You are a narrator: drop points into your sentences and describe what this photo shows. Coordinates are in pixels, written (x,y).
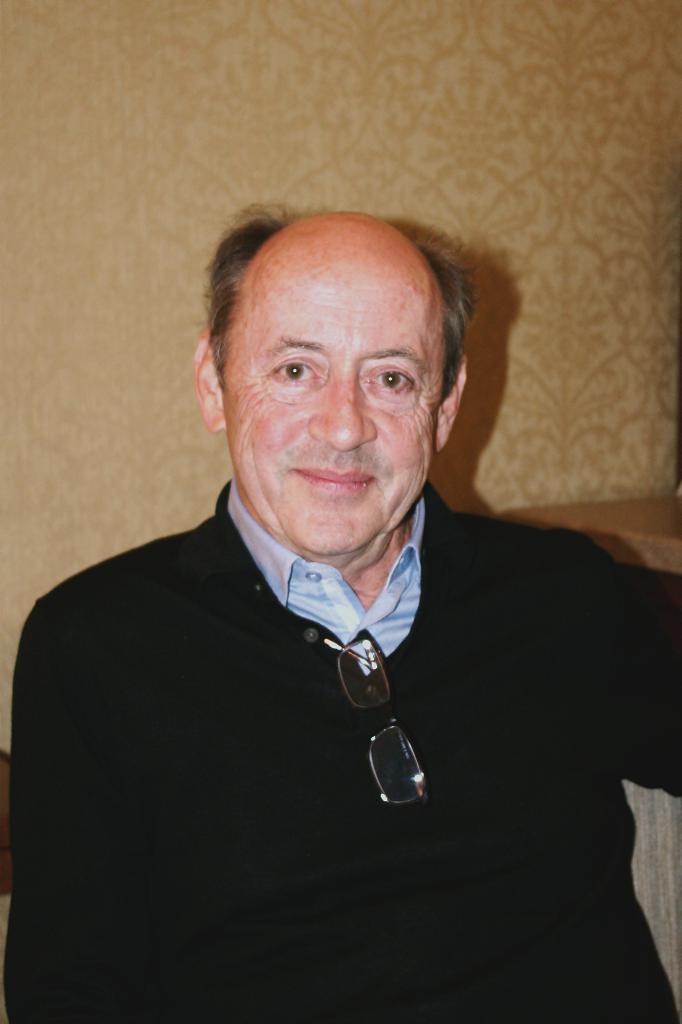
In the image there is a man (64,641) smiling and posing for the photo and he kept his spectacles (394,781) attached to his coat (372,722) and behind him there is a wall (11,66).
